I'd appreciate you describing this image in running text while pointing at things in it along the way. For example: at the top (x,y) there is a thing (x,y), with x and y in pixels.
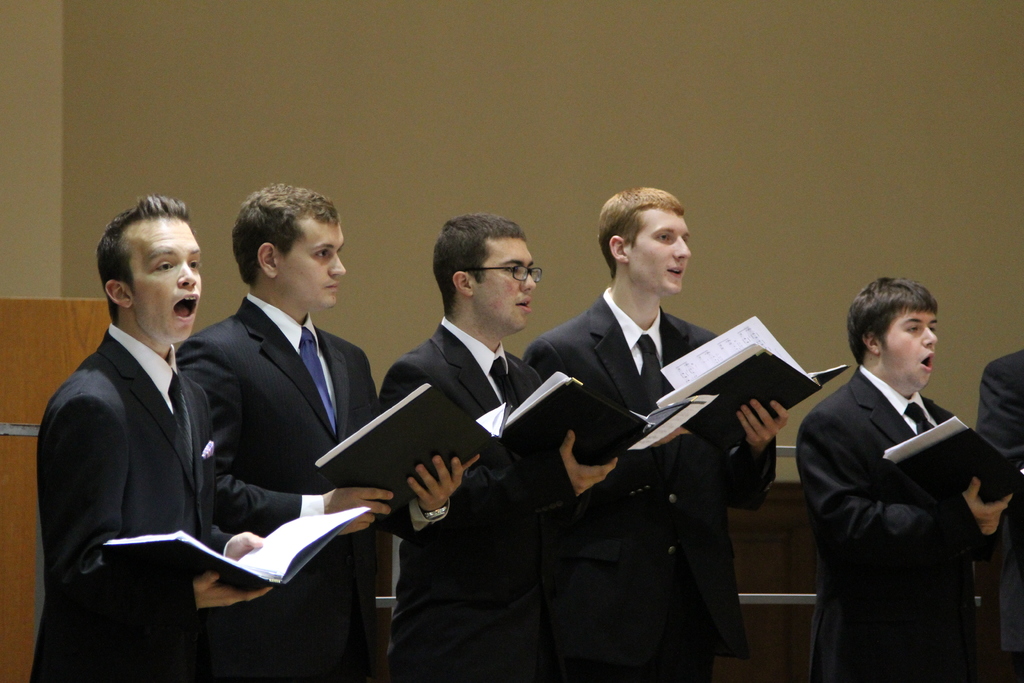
In this picture I can see group of people (467,537) standing and holding the books (227,566), it looks like a wooden object (11,560), and in the background (361,103) there is a wall (697,108).
